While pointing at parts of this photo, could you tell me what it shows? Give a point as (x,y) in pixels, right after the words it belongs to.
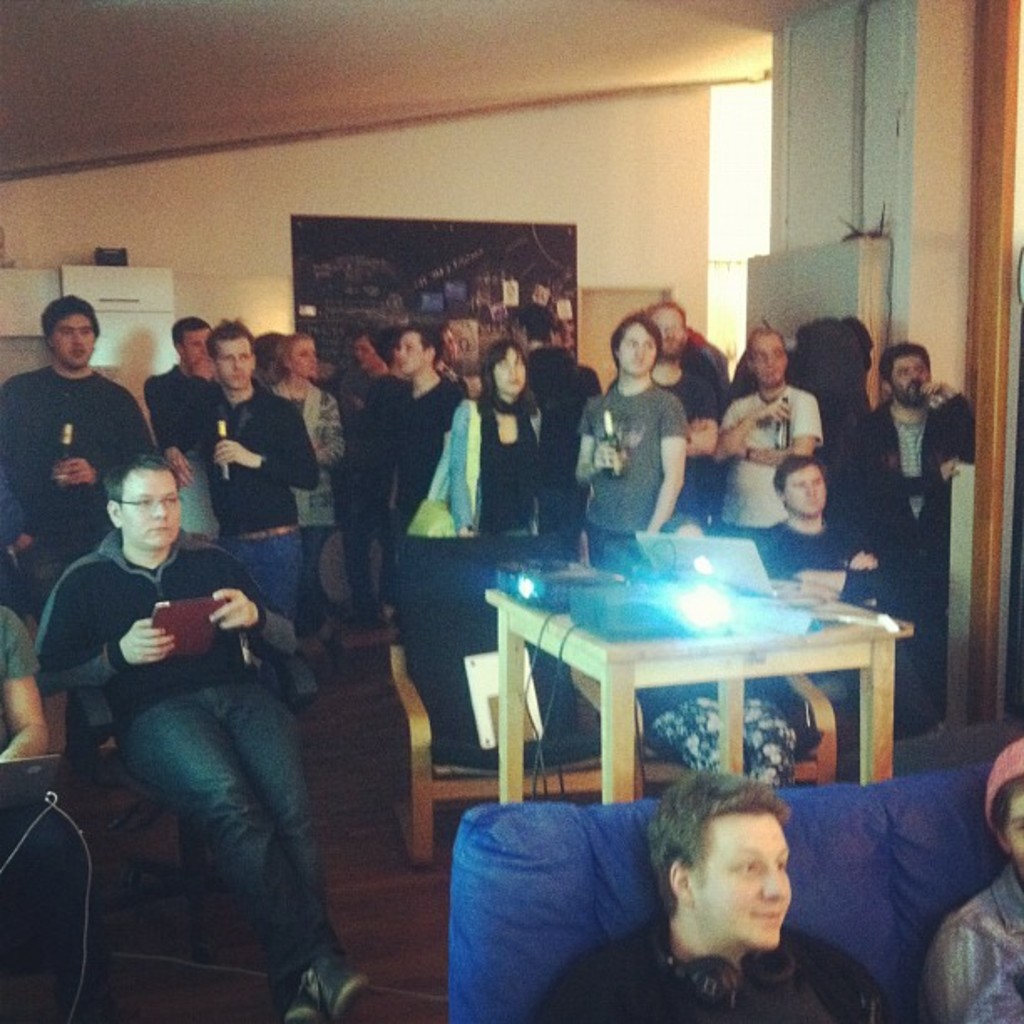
As we can see in the image there is a yellow color wall (645,214), banner (427,246), few people (877,454) standing and sitting here and there and there is a blue color sofa (551,852), a table (735,684). On table (673,667) there is a laptop (667,535), projector (643,587) and papers (804,615).
